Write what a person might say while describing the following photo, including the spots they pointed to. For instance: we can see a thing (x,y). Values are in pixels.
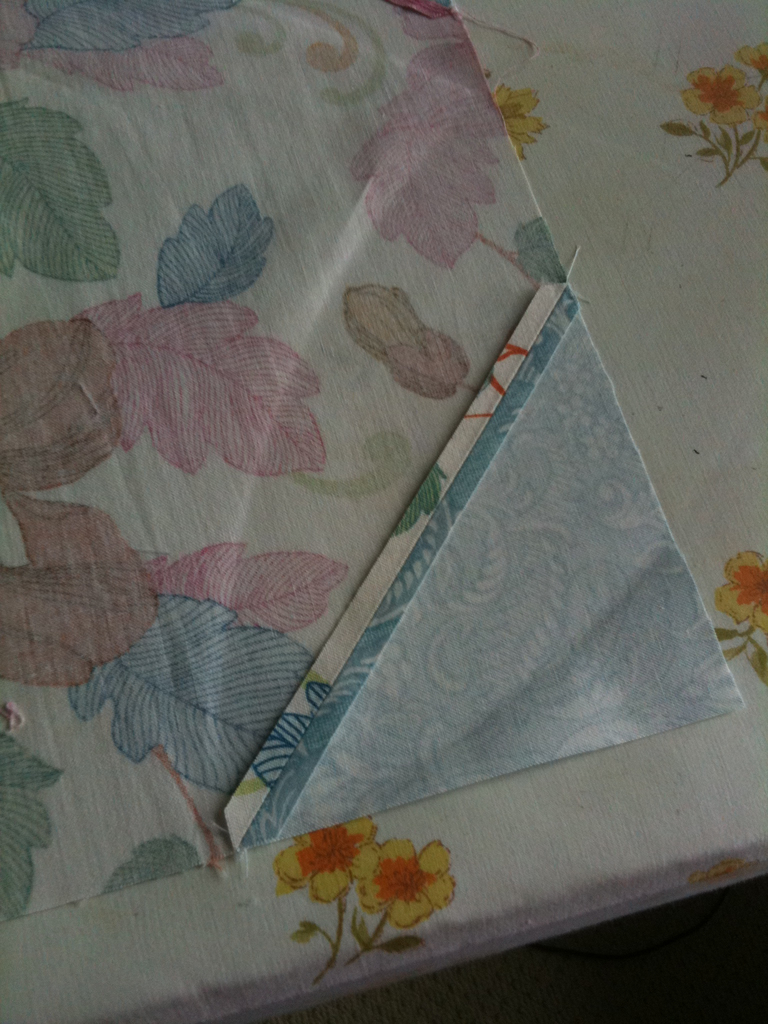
In this image I can see a cloth (380,438) which is in white color, on the cloth (272,501) I can see few multicolor leaves (225,232) and the cloth (186,622) is on the white color surface (596,836). I can also see few flowers (367,819) in orange and yellow color.
